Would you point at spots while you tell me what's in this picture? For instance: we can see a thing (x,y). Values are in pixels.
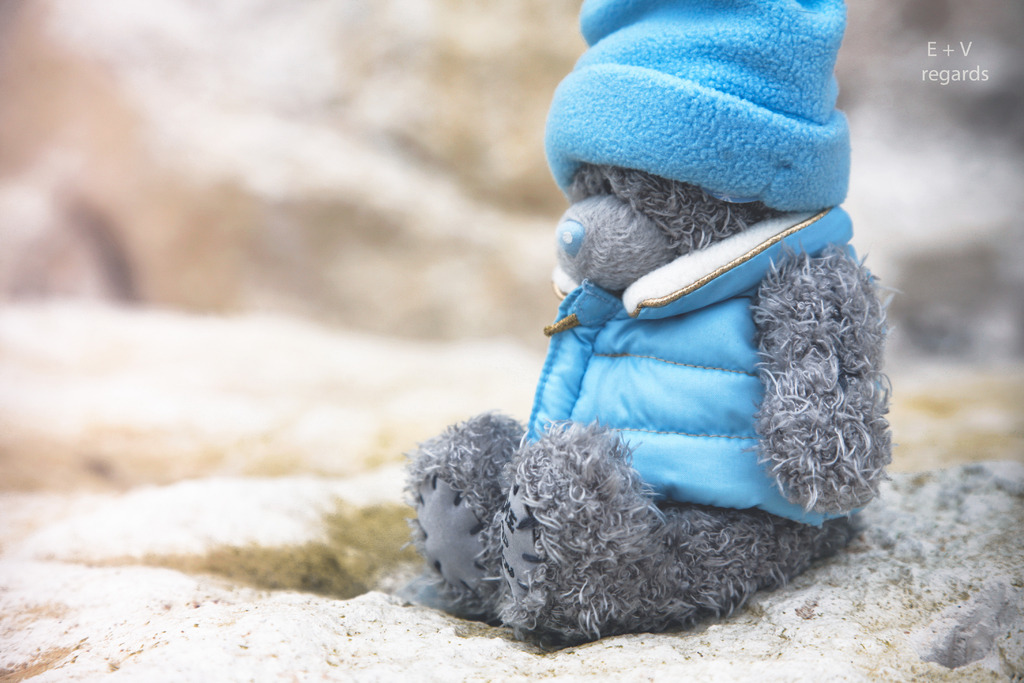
In this image we can see a doll (765,90) on a rock (641,644). In the background of the image (529,303) there is a blur background (918,341). On the image there is a watermark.
